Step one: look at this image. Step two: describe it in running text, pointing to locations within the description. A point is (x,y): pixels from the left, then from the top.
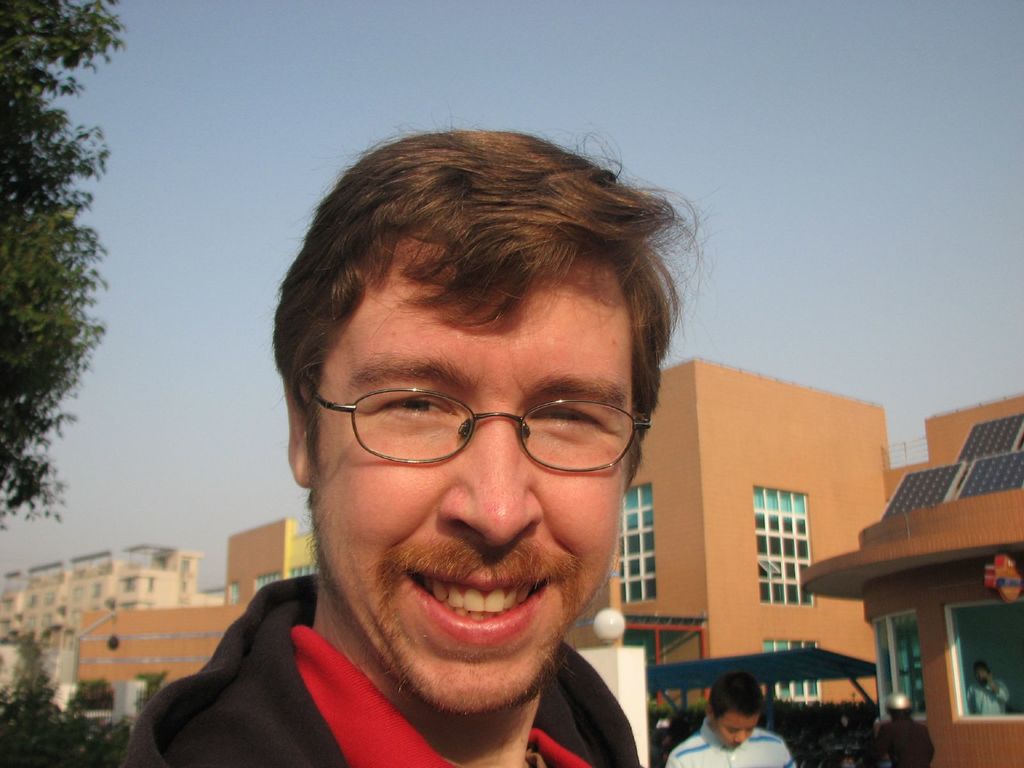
In this image I can see a person (420,568) smiling, he is wearing spectacles (440,433). There is another person (698,743) behind him. There are buildings (944,587) and trees (22,749) at the back (15,607). There is sky (779,259) at the top (786,240).
